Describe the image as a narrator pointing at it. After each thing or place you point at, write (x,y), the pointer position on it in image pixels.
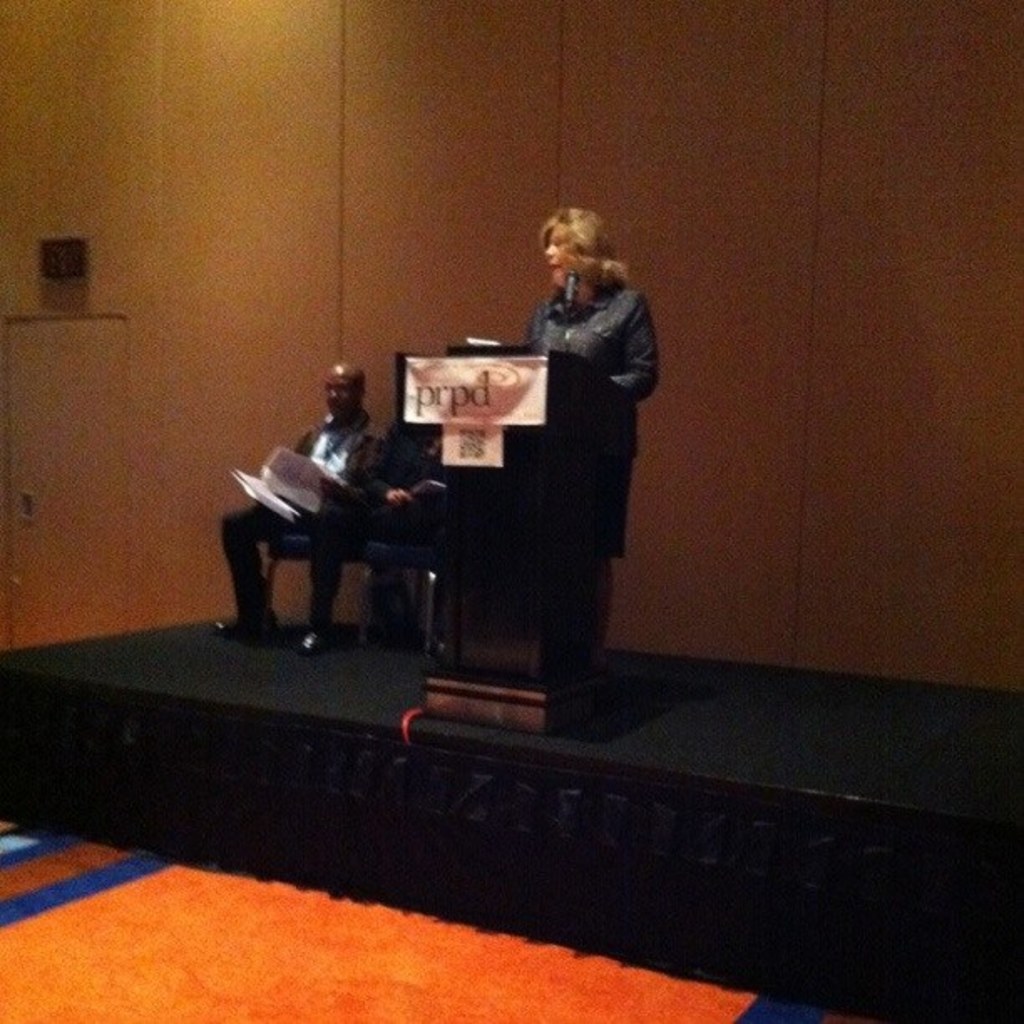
In this image there are two men (364,526) sitting on chairs (296,547) and woman (609,366) standing in front a podium (503,652) on a stage (731,799), in the background (795,118) there is a wooden wall (863,198), in front (199,968) there is a carpet (208,942).
